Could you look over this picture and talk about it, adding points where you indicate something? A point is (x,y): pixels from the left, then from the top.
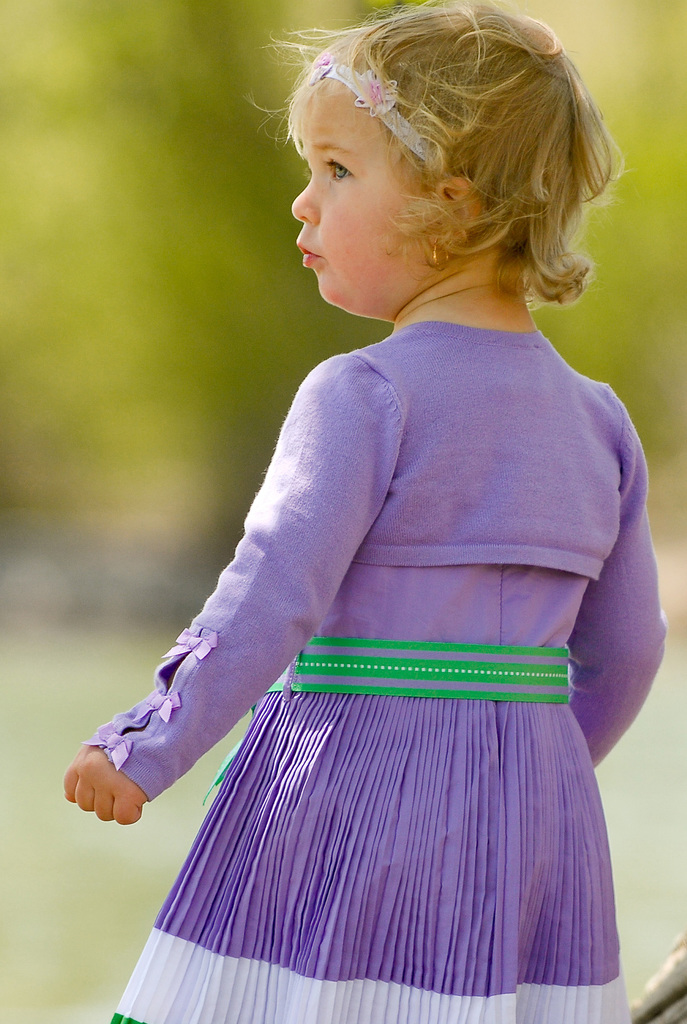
A girl (329,570) is standing wearing purple color clothes (350,753).
